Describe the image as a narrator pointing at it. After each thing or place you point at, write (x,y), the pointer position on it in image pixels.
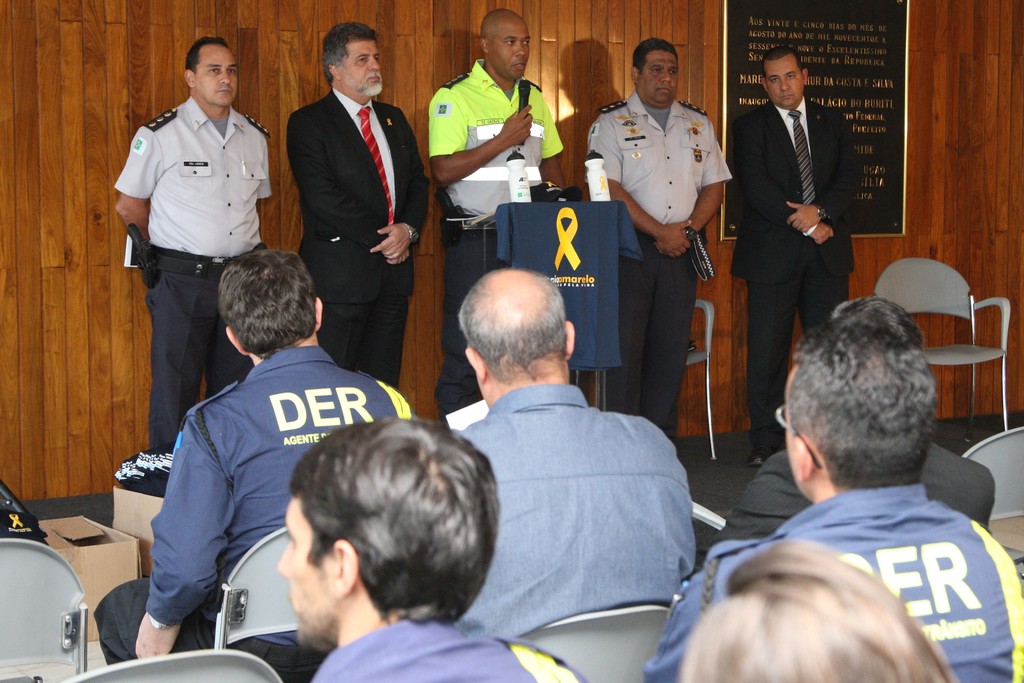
In this picture we can see some people (652,551) are sitting on chairs (46,611), there are some people (639,175) standing in the background (670,154), there is a podium (587,208) in the middle (587,260), there are two bottles (604,179) on the podium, a man (547,121) in the middle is holding a microphone (521,111), on the right side (867,87) there is a board (839,95), on the left side (121,523) we can see cardboard boxes (102,541).
